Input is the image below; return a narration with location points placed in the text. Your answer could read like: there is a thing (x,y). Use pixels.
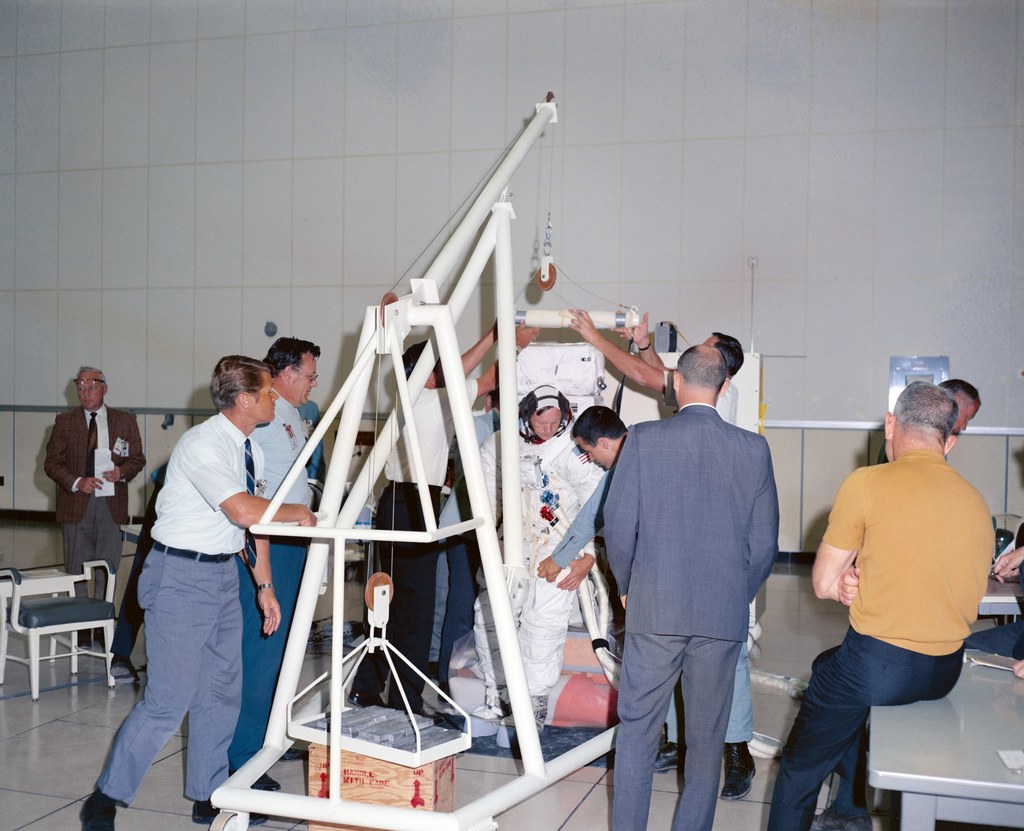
In this picture there are people (192,479) and we can see rods (471,283), cardboard box (358,788), board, tables (972,811), chair (52,607), floor (44,745) and objects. In the background of the image (827,168) we can see the wall (809,282).
